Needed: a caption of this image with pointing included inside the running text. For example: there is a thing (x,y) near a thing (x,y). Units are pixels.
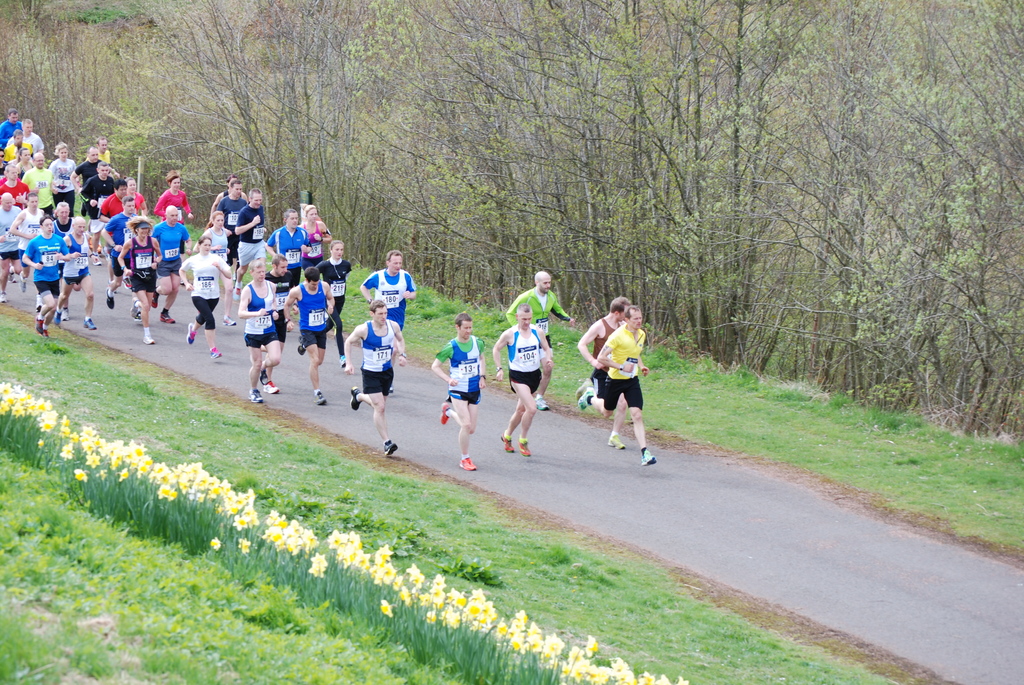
In this image there are group of people (179,202) running on the road (840,546), there is grass (354,510), plants (246,539) with flowers (387,608), and in the background (727,230) there are trees (590,48).
